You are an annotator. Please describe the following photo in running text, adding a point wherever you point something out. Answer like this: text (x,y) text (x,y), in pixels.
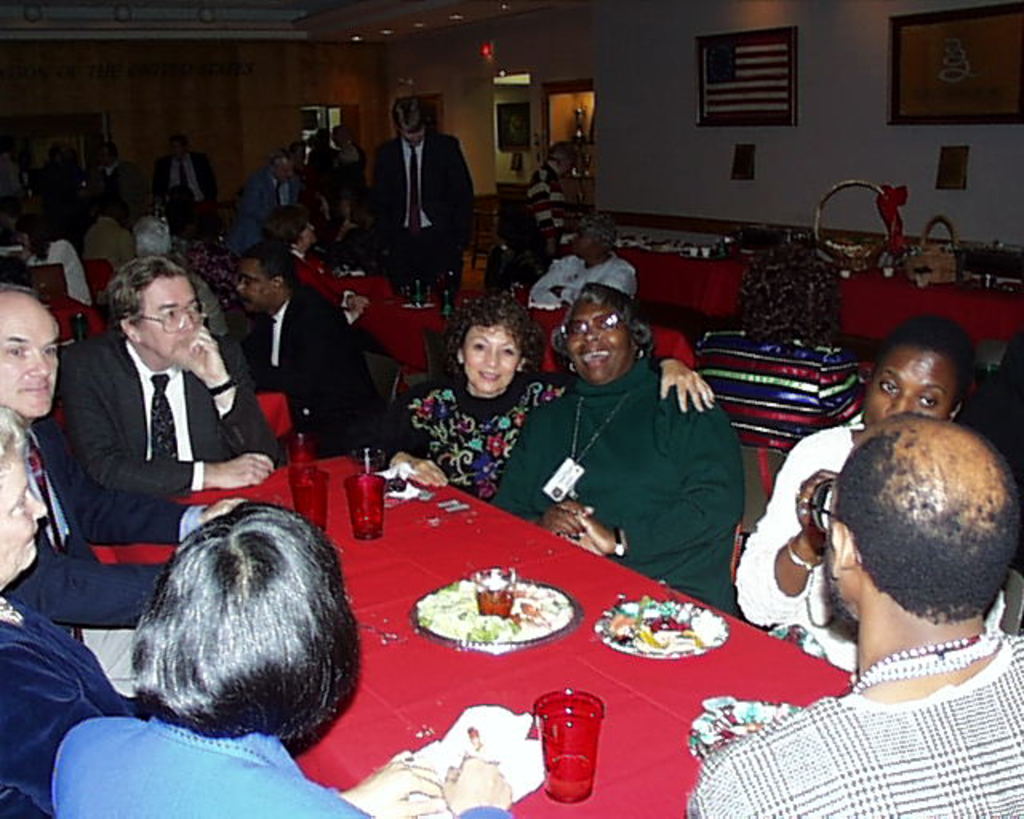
This picture shows a group of people (638,437) seated and there is a table (734,684) in front of them. on the table (364,555) we see glasses (316,466) and plates (528,639).
